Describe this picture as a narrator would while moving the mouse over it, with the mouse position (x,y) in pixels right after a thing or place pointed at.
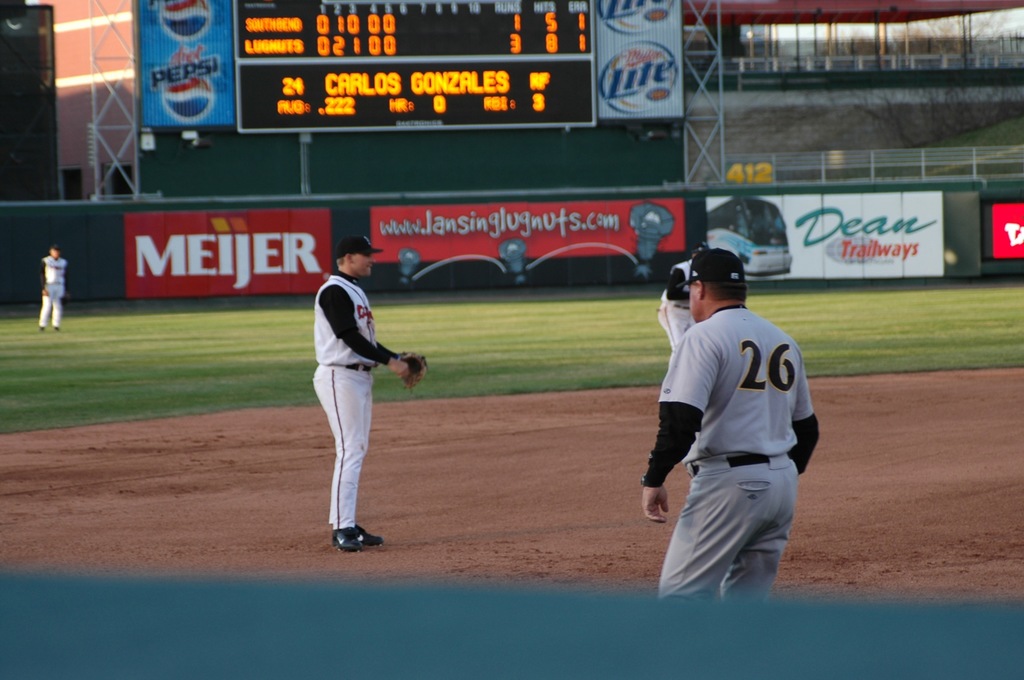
In the picture we can see a playground (525,503) with some part (897,443) with plane surface (11,525) and some part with green color mat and four people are standing on it with sportswear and black caps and in the background (733,68), we can see a wall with advertisements (162,64) and on it we can see a score board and beside it we can see a shed (867,63) with pillars (884,53) to it and around it we can see the railing (754,153).
